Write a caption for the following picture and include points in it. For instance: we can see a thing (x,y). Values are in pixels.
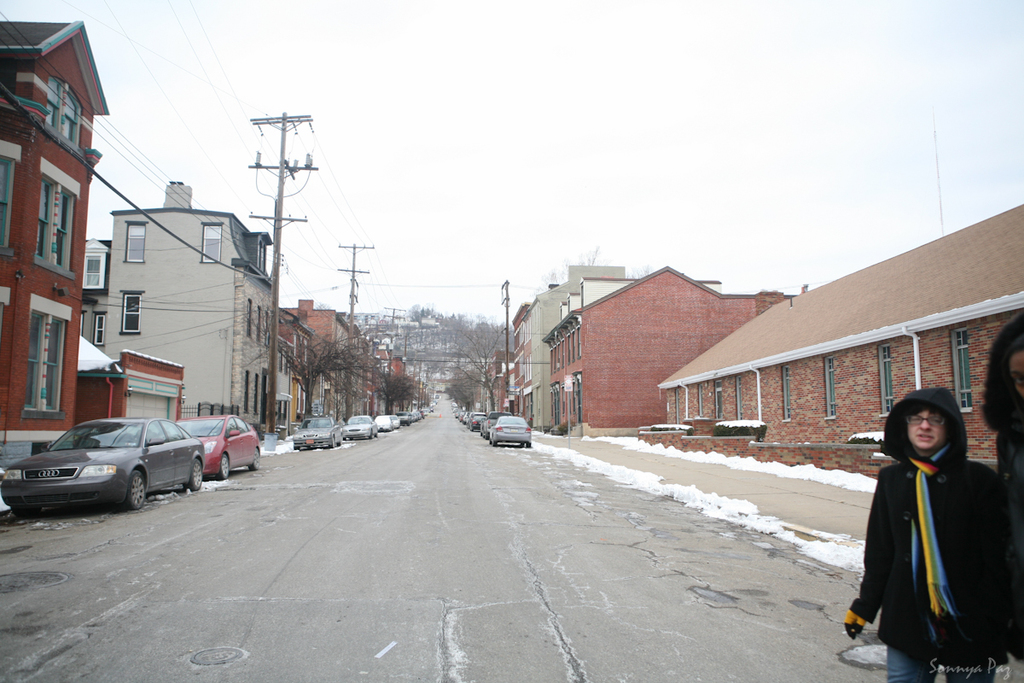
These are the houses (265,334) with the windows (53,202) and doors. These are the cars (473,415), which are parked beside the road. On the right side of the image (976,515), I can see two people (972,527) standing. I think this is the snow (566,460). These are the current poles (354,314). In the background (452,339), I can see the trees (457,339). This is the sky (458,215).
